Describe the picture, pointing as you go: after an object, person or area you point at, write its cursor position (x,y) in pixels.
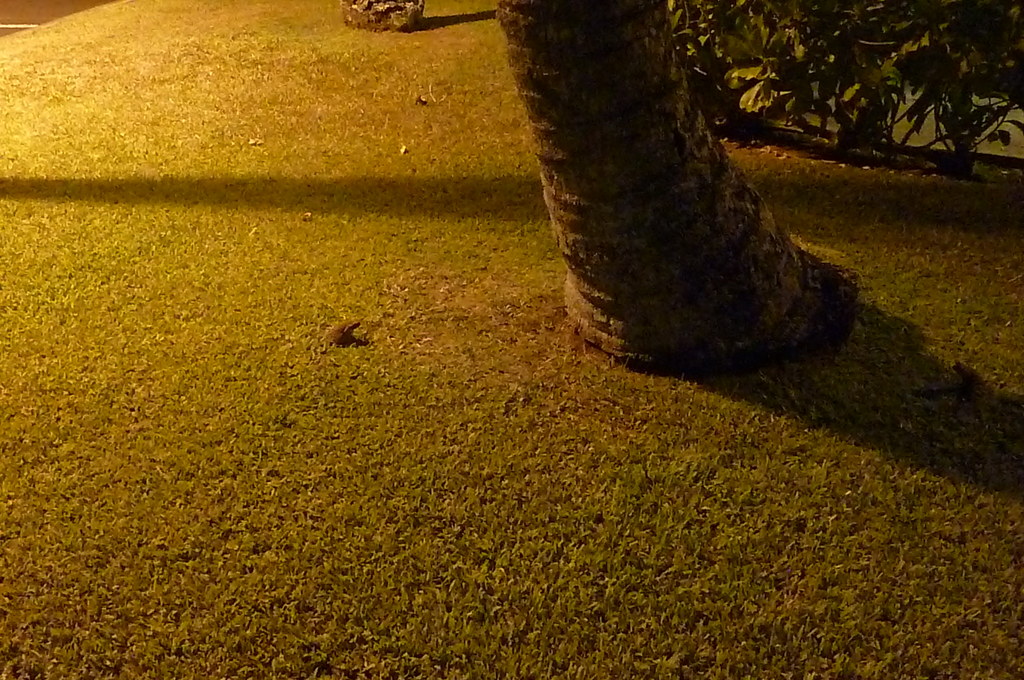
In this image, we can see some grass (549,550) on the ground (445,425). There is a stem (629,119) and plants (952,95) in the top right of the image (990,45).
